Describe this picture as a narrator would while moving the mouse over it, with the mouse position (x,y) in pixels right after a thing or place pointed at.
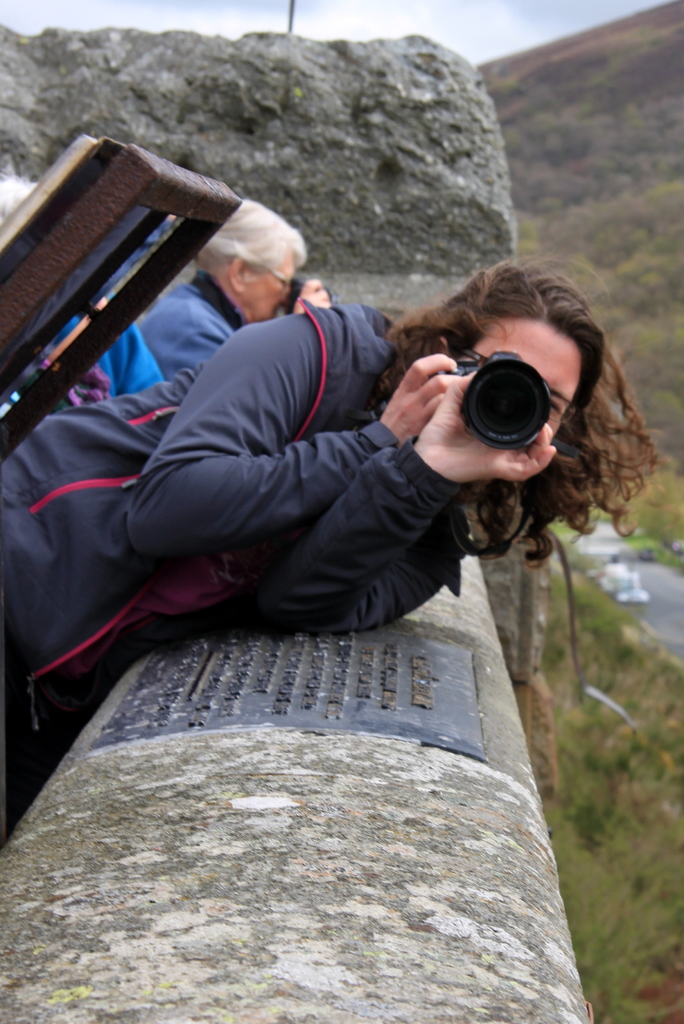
In this picture there is a woman (90,533) bending and holding a camera (501,422) in her hand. Behind her there is another woman (221,294). On the wall (233,820) there is a board (351,690) with text (299,670) printed on it. To the right corner of the image (663,598) there is road (669,608) and vehicles (619,574). In the background (447,144) there is wall (301,72), sky (530,2), mountains (600,68) and trees (639,273).
